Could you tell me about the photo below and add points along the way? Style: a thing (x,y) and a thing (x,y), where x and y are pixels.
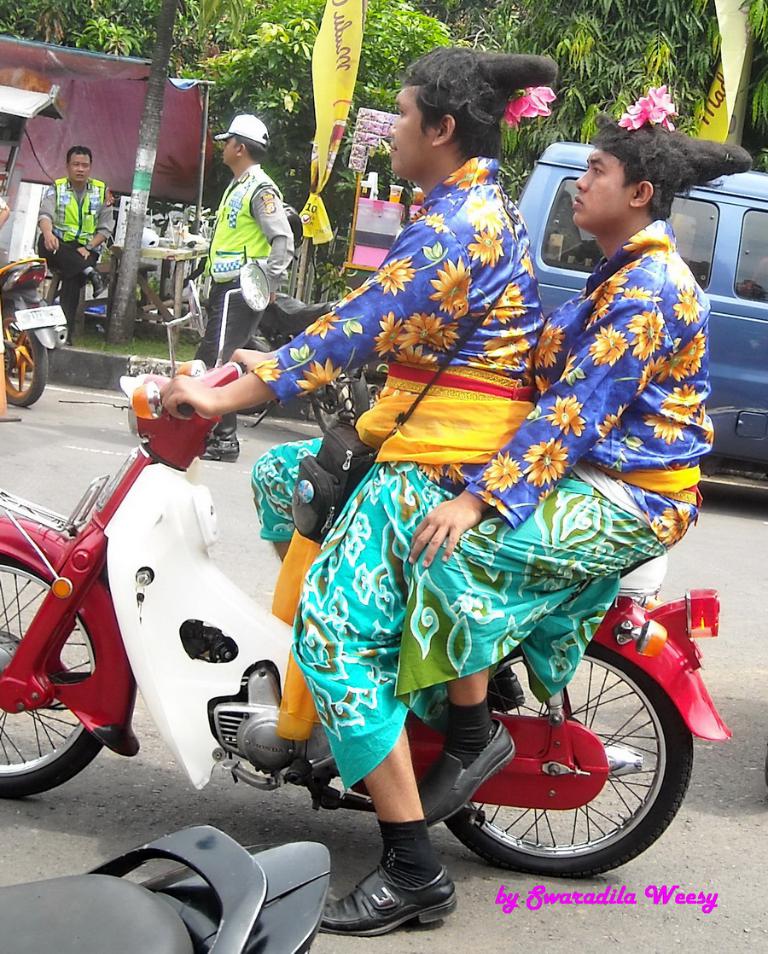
In this image I can see a road (32,463) in the front (711,817) and on it I can see few vehicles (22,705). In the front (398,246) I can also see two persons (462,428) are sitting on a vehicle (203,422). In the background (70,240) I can see few more people (61,237), a table (139,283), number of trees (269,93), two yellow boards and on these boards (334,19) I can see something is written. I can also see number of things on the table (111,265) and I can also see a pink colour thing (391,233) in the background (387,221). On the bottom right side of the image (711,900) I can see a watermark (619,898).
